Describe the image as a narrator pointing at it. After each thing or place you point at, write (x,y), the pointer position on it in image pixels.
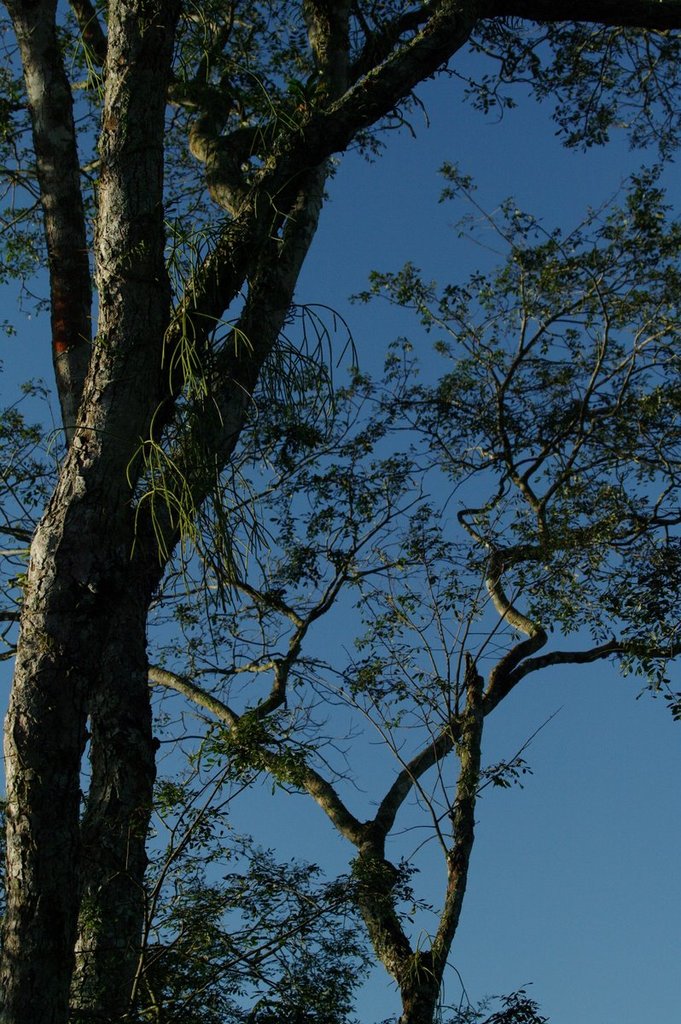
In this image I can see trees (305,492) and the sky (336,532). This image is taken may be in the evening.
